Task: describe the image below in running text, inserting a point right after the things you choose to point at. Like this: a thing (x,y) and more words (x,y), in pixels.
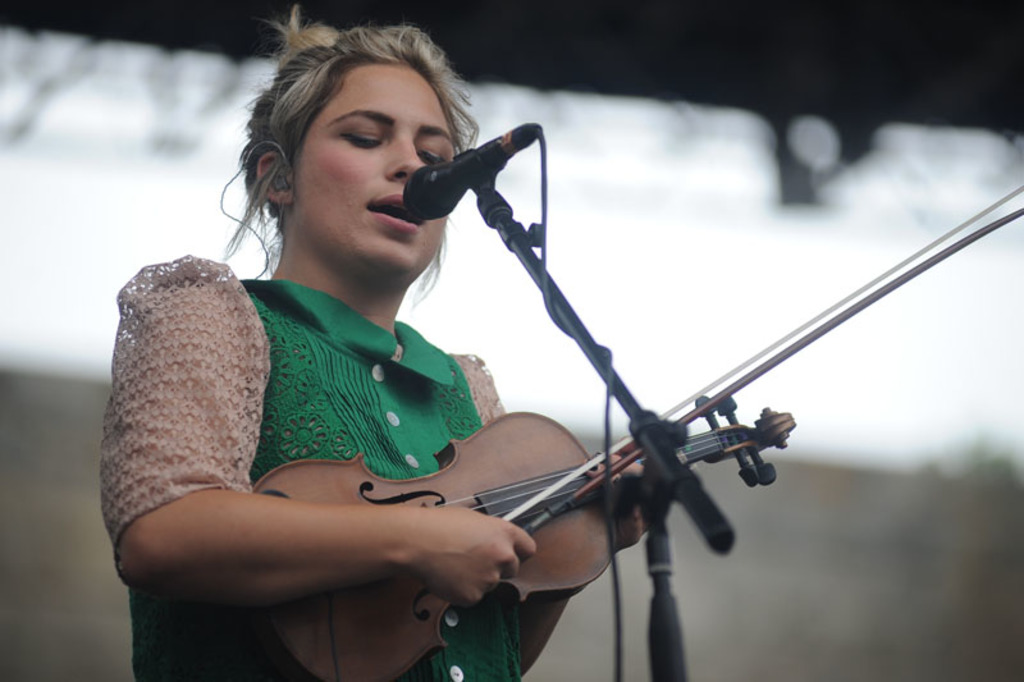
In this image there is a woman (168,559) standing and playing a violin (700,436) and singing a song in the microphone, at the back ground (39,557) there is a wall (9,594).
